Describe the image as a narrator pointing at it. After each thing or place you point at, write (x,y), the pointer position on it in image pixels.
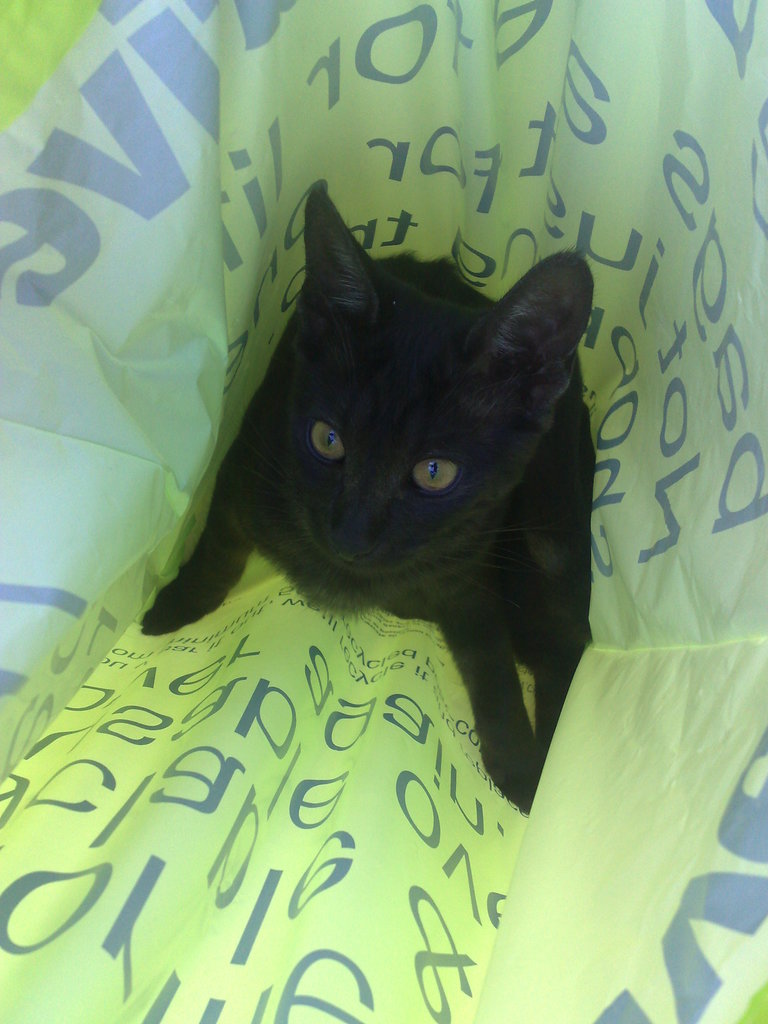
In this image, we can see a black cat (385,445) in the bag (154,382).
